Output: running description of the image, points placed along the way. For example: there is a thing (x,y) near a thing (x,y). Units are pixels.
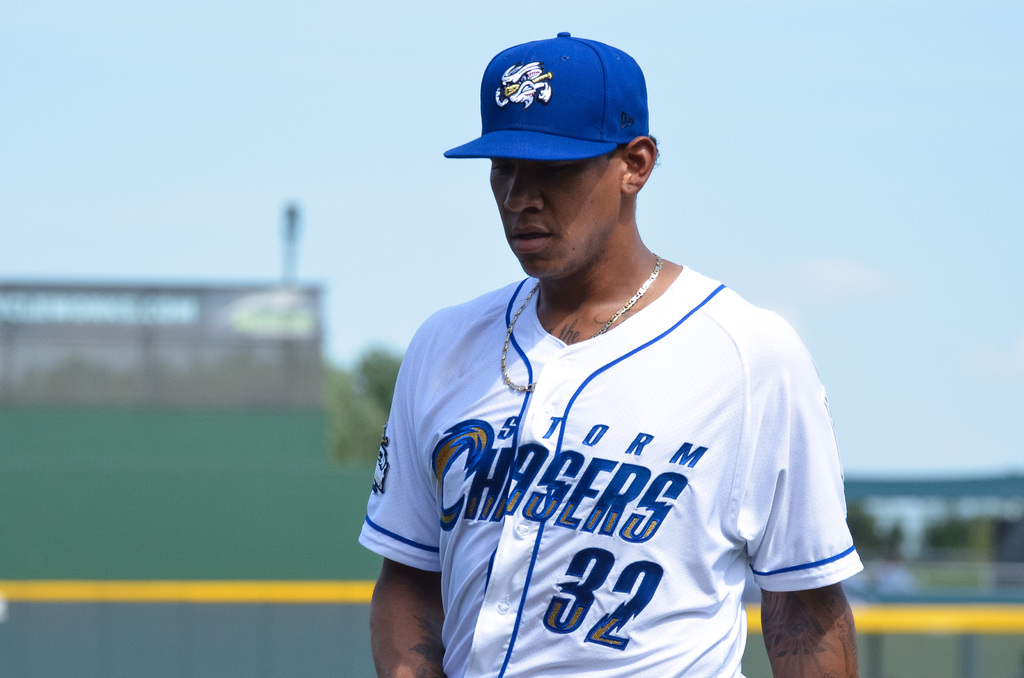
The man (599,445) in front of the picture wearing white T-shirt (637,447) and a blue cap (584,106) is standing. Behind him, we see the yellow color strip (202,592). There are trees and buildings (317,401) in the background (294,402). On the left side (140,442), it is green in color. At the top (143,158), we see the sky (805,274). This picture is blurred in the background (253,558).
